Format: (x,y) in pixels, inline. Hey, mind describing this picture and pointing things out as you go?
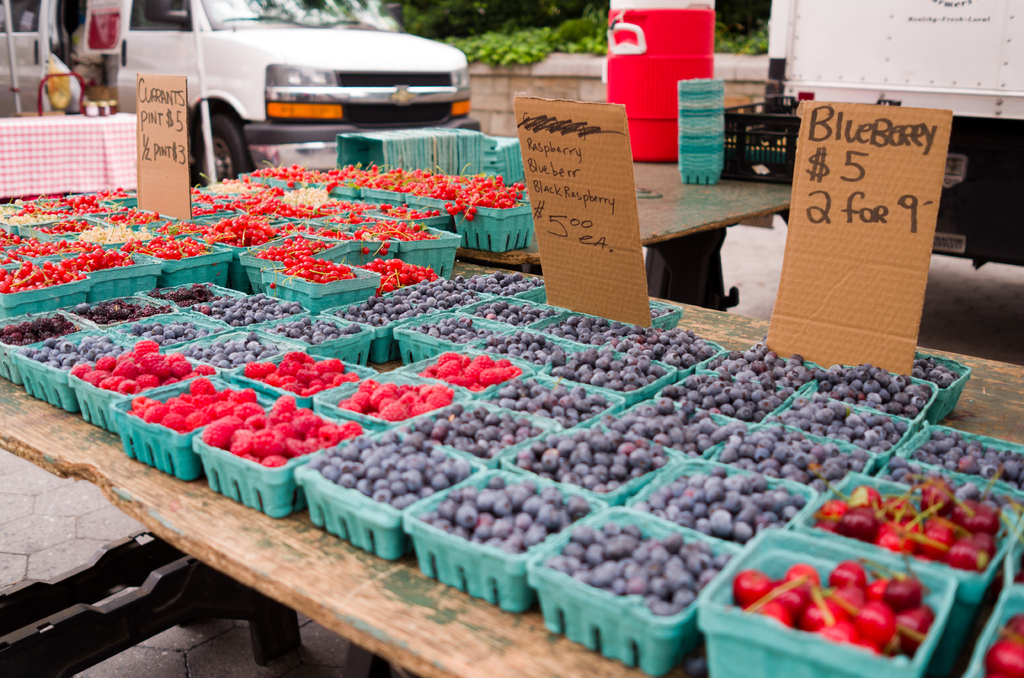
In this image there are wooden tables (706,210). On tables (706,210) there are baskets (452,558). In the baskets (483,404) there are cherries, raspberries (319,446) and blueberries (697,426). Beside the baskets (689,457) there are small boards (582,189) with text (583,221). In the background (274,45) there is a vehicle (283,68) and plants (571,23).
